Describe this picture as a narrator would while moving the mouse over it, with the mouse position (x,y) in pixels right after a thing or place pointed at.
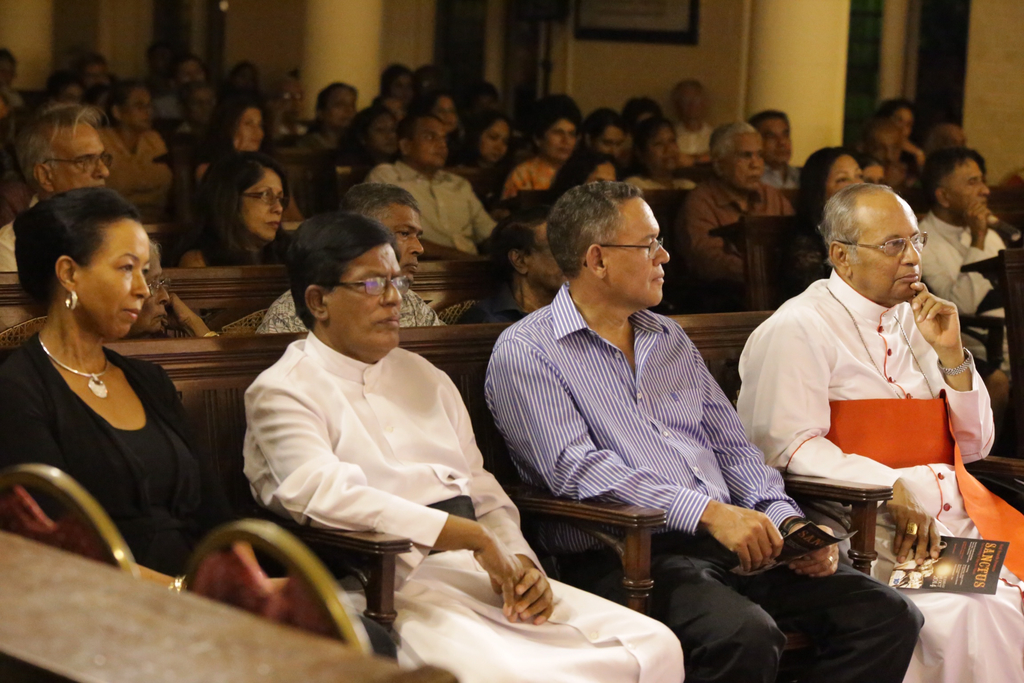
In this image I can see number of people (595,256) are sitting. I can see few of them are wearing specs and I can see this image is little bit blurry from background (744,214). Here I can see he is holding a paper (924,572) and on it I can see something is written.
